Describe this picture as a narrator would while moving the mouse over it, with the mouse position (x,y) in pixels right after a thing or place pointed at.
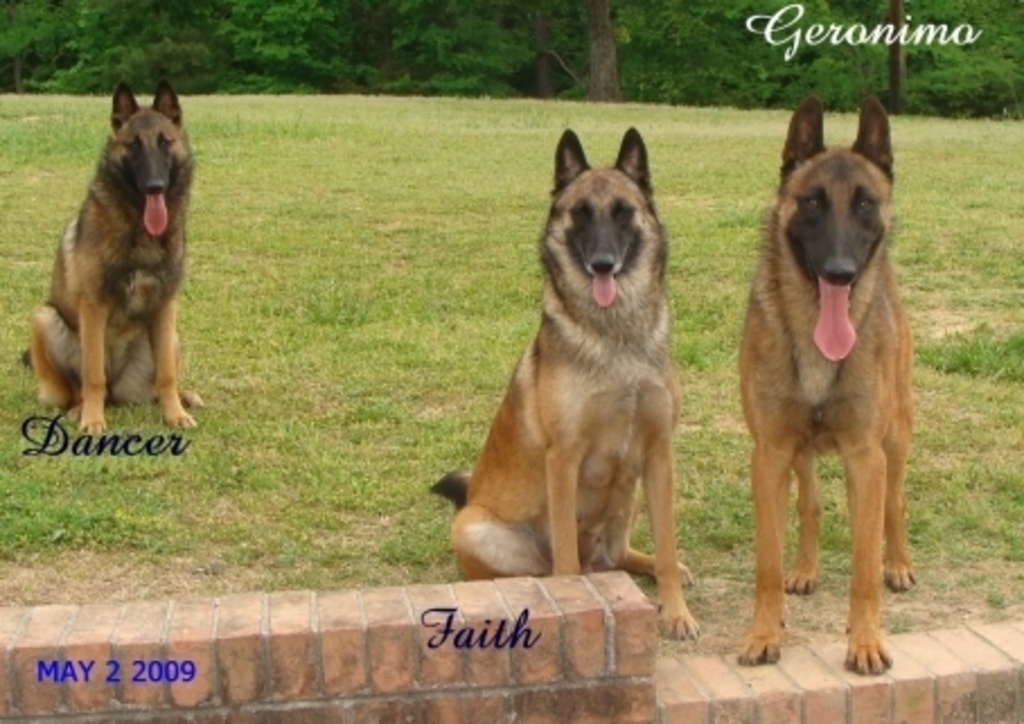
In the image we can see there are 2 dogs (615,407) sitting on the ground (922,246) and there is another dog (890,377) standing on the ground (910,548). The ground (740,310) is covered with grass (329,183) and behind there are lot of trees (909,63). There are words (917,41) written on the poster (408,668).
